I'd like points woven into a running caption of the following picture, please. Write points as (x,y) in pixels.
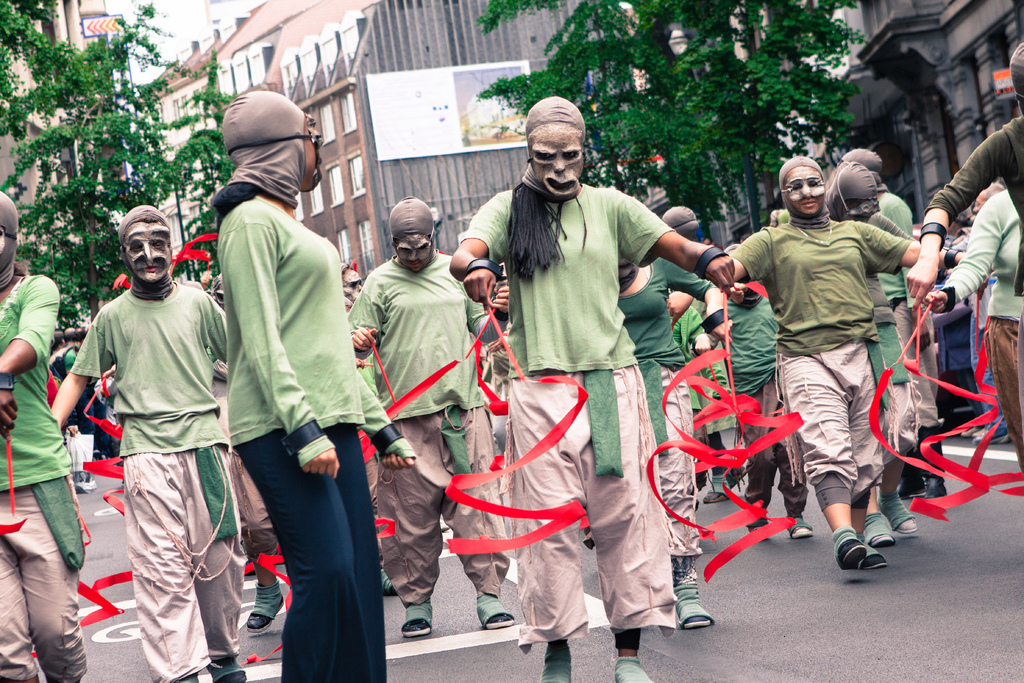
This picture is clicked outside the city. In front of the picture, we see the people (204,499) are holding the red color ribbons (532,457) in their hands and they are performing on the road (784,560). At the bottom (782,638), we see the road (762,641). There are trees (83,123) and buildings (340,167) in the background (775,54). We see a white color banner (430,75) or a board (430,75) in the background (500,111).
